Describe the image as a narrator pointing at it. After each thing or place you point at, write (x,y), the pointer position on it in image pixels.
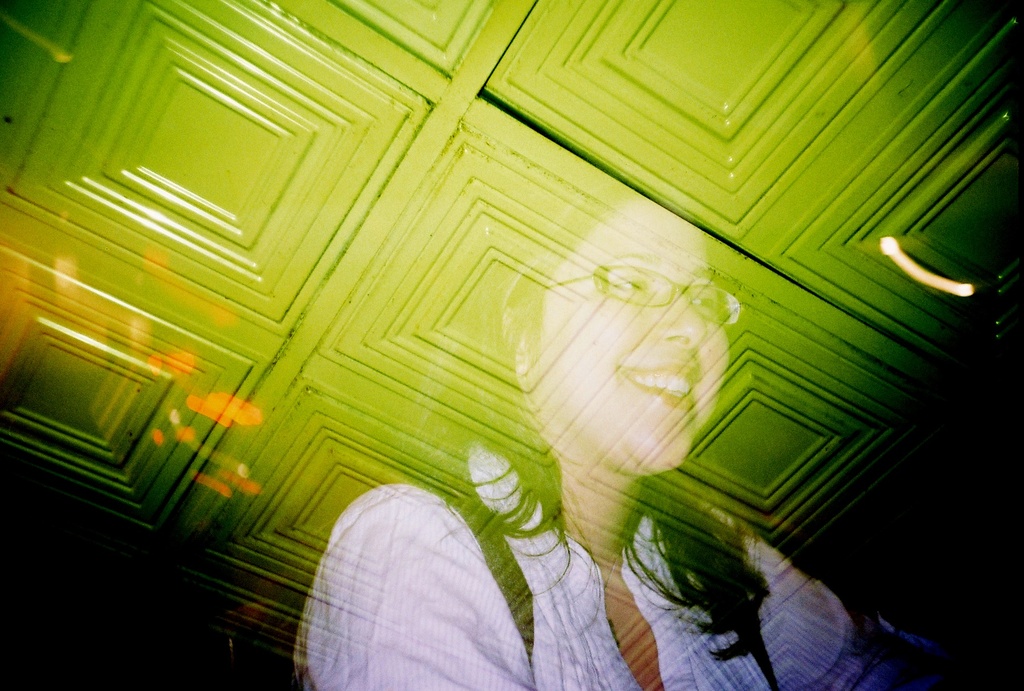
This is a double-exposure image and we can also see a woman (536,488).
